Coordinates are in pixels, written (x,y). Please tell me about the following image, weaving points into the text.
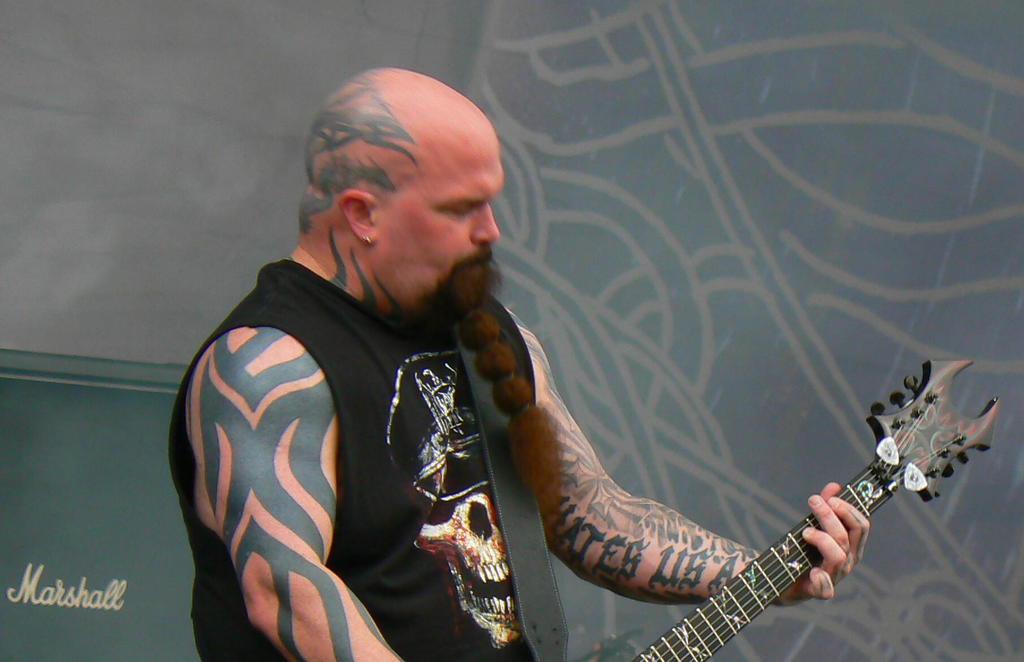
In this image we can see a man (410,323) is standing and holding the guitar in his hands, and here are the tattoos (289,391) on his body (295,585).
